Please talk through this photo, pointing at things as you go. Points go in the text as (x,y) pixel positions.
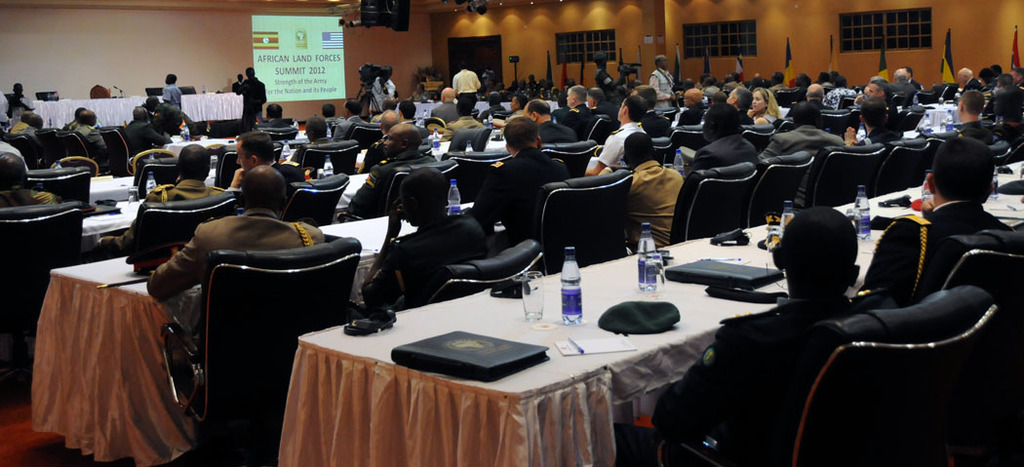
This image consists of many people (887,302) sitting in the chairs (178,231). It looks like a conference hall (445,133). There are many tables (480,411) covered with white cloths (494,389). On the table (555,285), there are bottles (565,300), caps (619,321), files (530,355) and sticks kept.
